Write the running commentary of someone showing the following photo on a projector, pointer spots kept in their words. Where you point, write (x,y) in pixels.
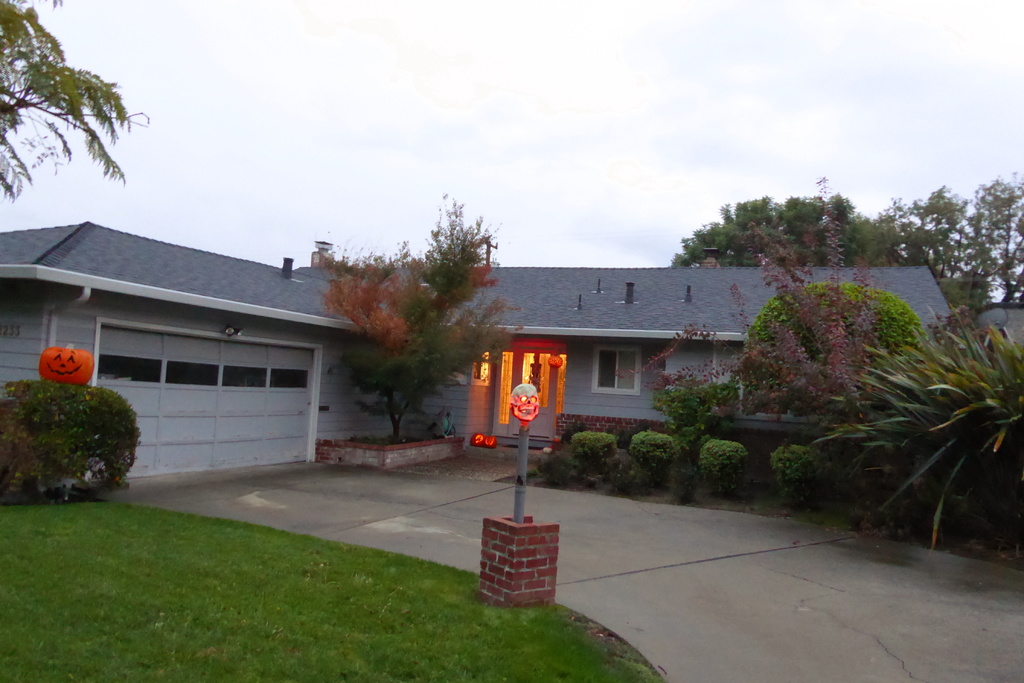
In this image there is a road (735,580) at the bottom (713,625). There is grass (207,645), there are trees (119,172), it looks like a house (161,359) on the left corner (154,467). There are trees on the right corner (1002,214). There is a house (606,410), there are windows (607,376), trees (782,357), there is a door (529,383) and there are lights (562,390) in the foreground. And there is sky (457,87) at the top (457,87).
